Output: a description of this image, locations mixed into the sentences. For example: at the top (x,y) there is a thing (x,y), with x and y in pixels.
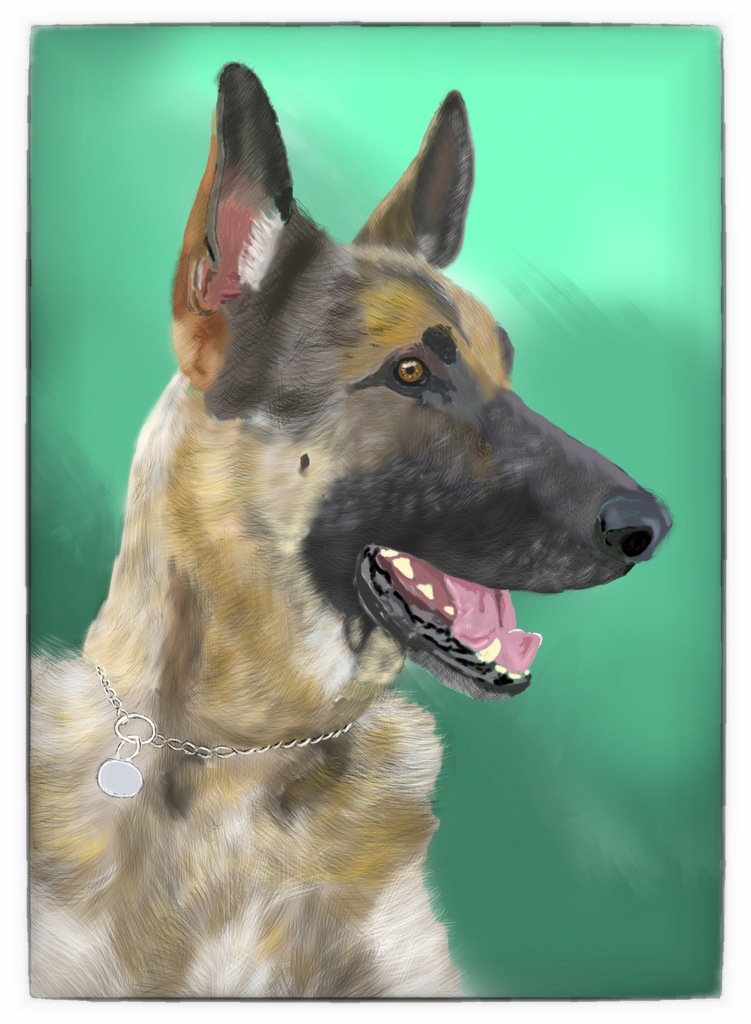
It is a painted image. In this image there is a painting (367,454) of a dog (461,554).
